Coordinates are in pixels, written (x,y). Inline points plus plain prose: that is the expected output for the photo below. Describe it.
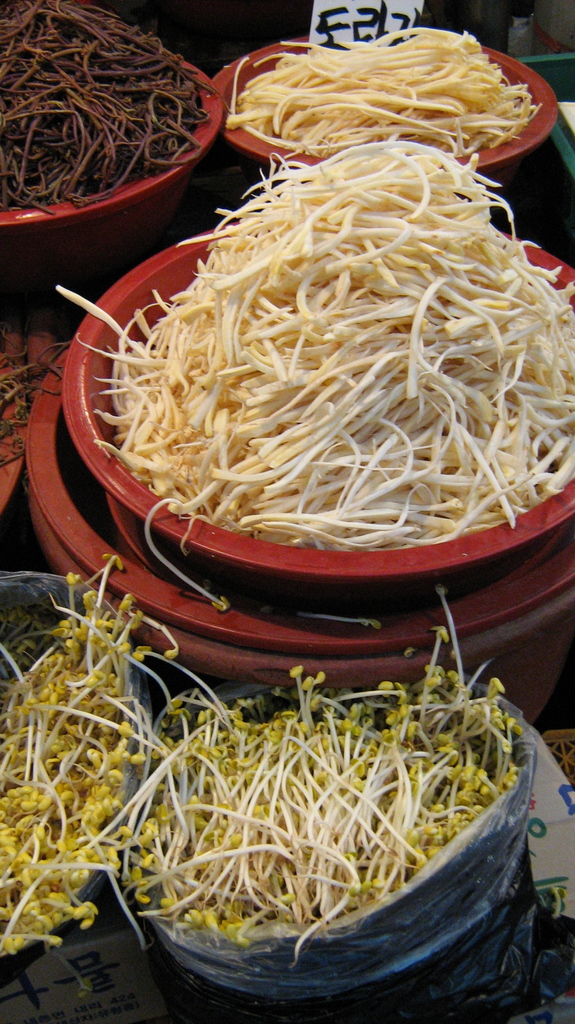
In the image we can see a plastic cover (432,913), in the plastic cover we can see there are sprouts (276,812). There are many containers (133,517) and in the container (117,479) there are food items (109,323).
